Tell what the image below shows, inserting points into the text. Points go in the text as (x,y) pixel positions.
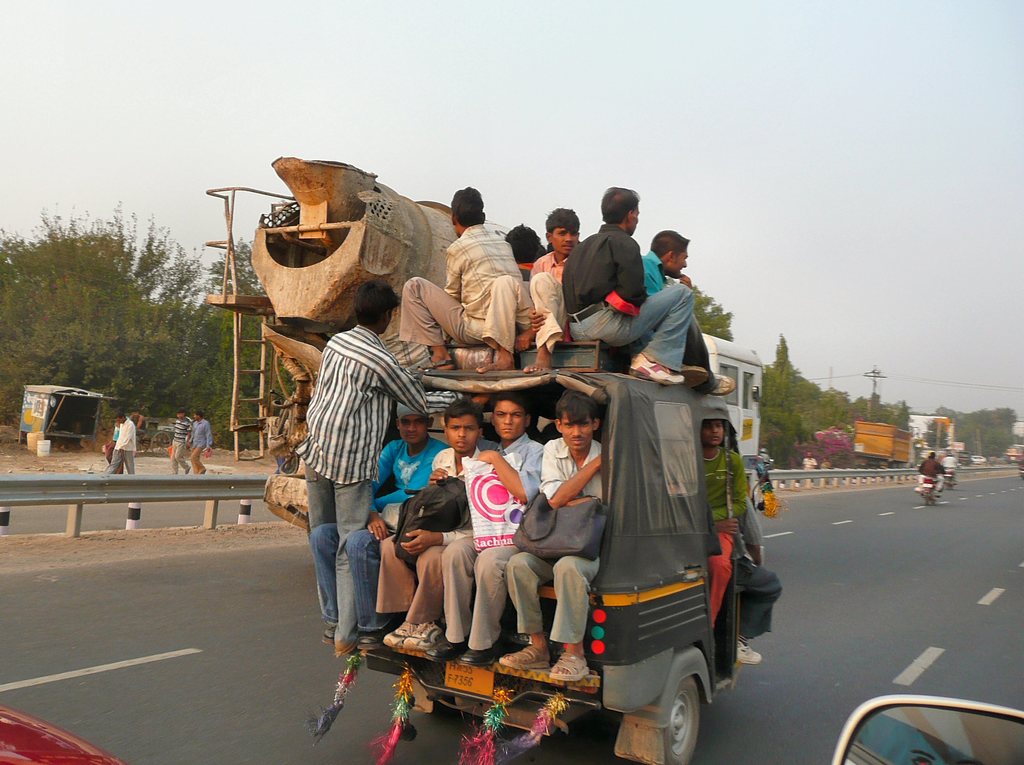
In this image I can see the road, few vehicles (670,542) on the road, few persons (539,343) on the vehicle (675,555), few persons (551,473) in the vehicle (663,387), the railing (179,500), few persons (199,447) standing, few trees (196,407) and few poles (873,396). In the background (861,380) I can see the sky (771,126).
